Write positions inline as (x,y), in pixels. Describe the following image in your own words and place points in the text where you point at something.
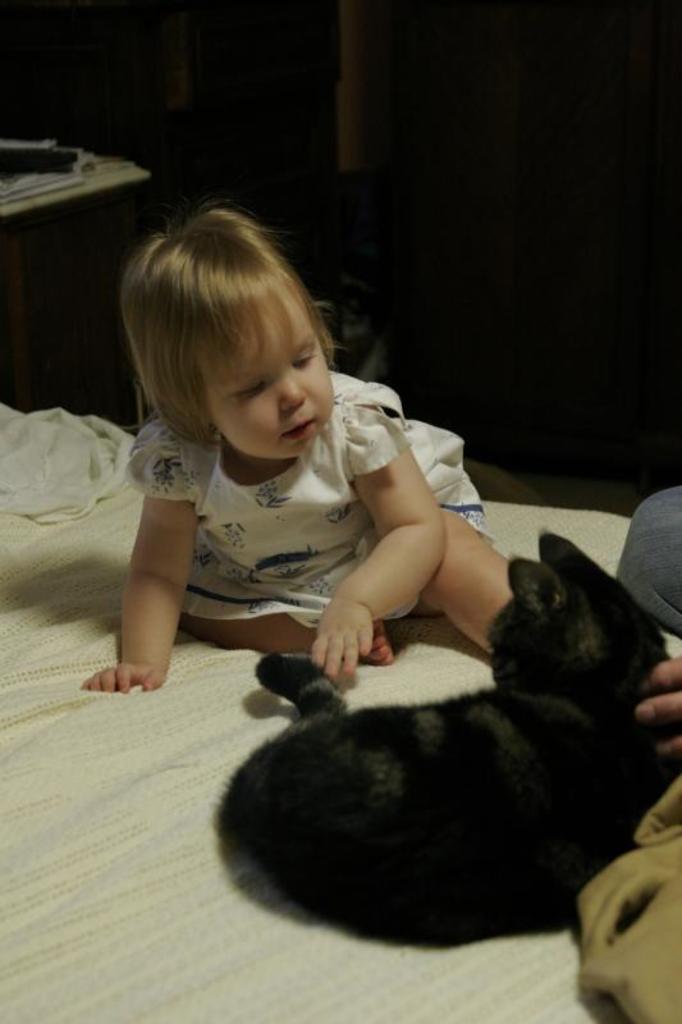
In this picture there is a kid (248,525) sitting on the bed (83,690). In front of her there is an animal (433,827). In the background (460,139) there is a door (358,121).
